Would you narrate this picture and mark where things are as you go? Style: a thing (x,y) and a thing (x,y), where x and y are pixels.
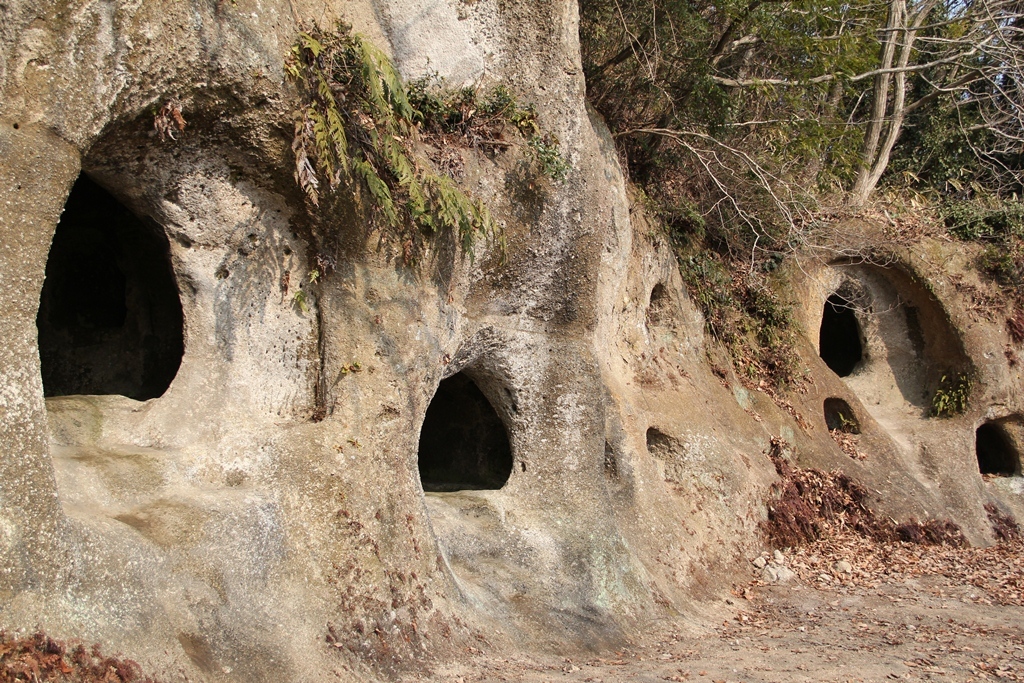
In this image I can see few trees (809,33) which are green in color and few holes (466,383) in the mud walls (187,299). I can see few leaves (918,527) on the ground (954,585) and in the background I can see the sky (1004,20).
